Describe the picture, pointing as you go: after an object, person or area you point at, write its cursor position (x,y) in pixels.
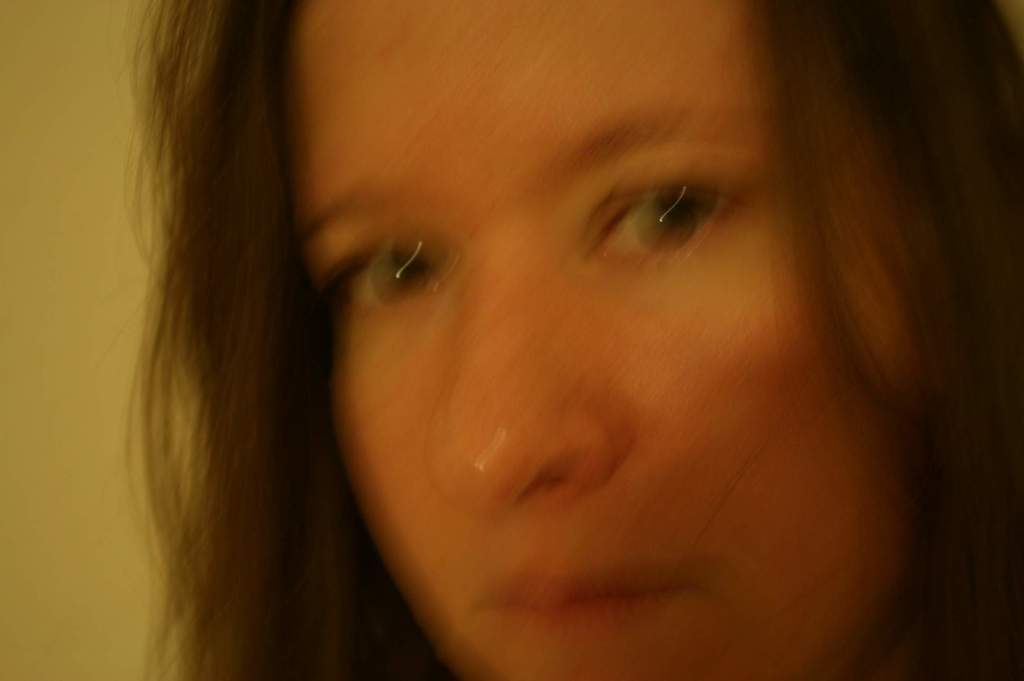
In this picture I can see a blur image of a woman face (378,519).
